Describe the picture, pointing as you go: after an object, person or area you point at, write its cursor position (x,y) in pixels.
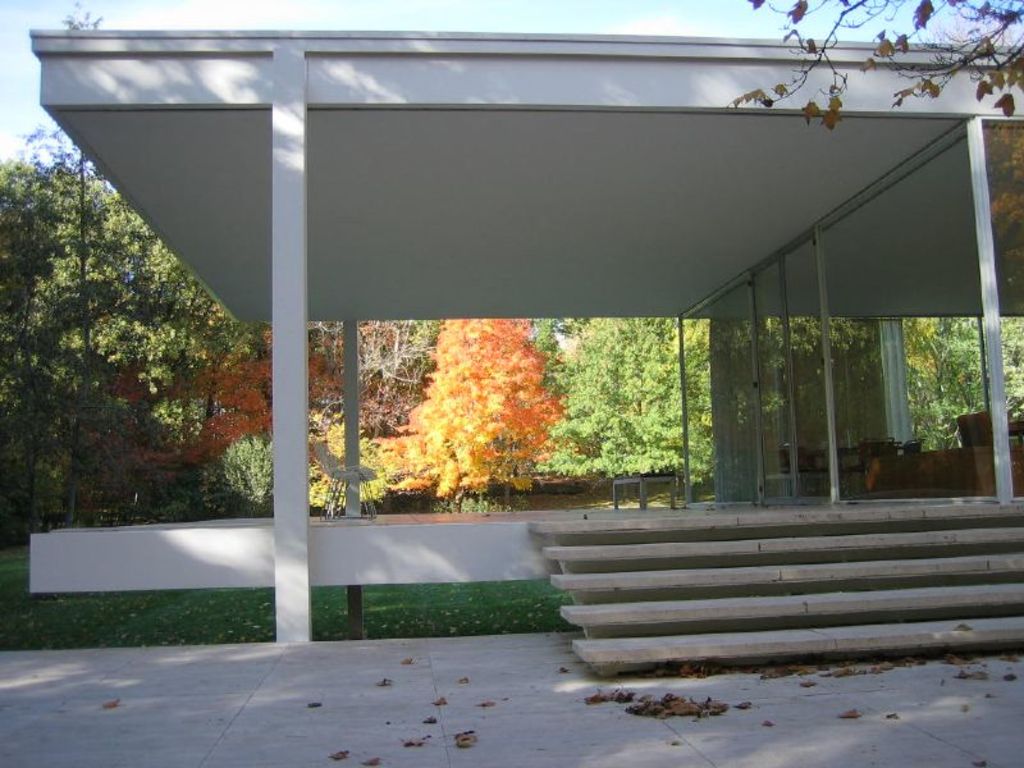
In the image we can see there is a building (543,279) and there are stairs (714,628). There is glass wall (939,430) and there are chairs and table (962,458). Behind there are lot of trees (919,432) and the ground (190,636) is covered with grass (162,617). There are dry leaves (629,701) on the footpath (522,722).
